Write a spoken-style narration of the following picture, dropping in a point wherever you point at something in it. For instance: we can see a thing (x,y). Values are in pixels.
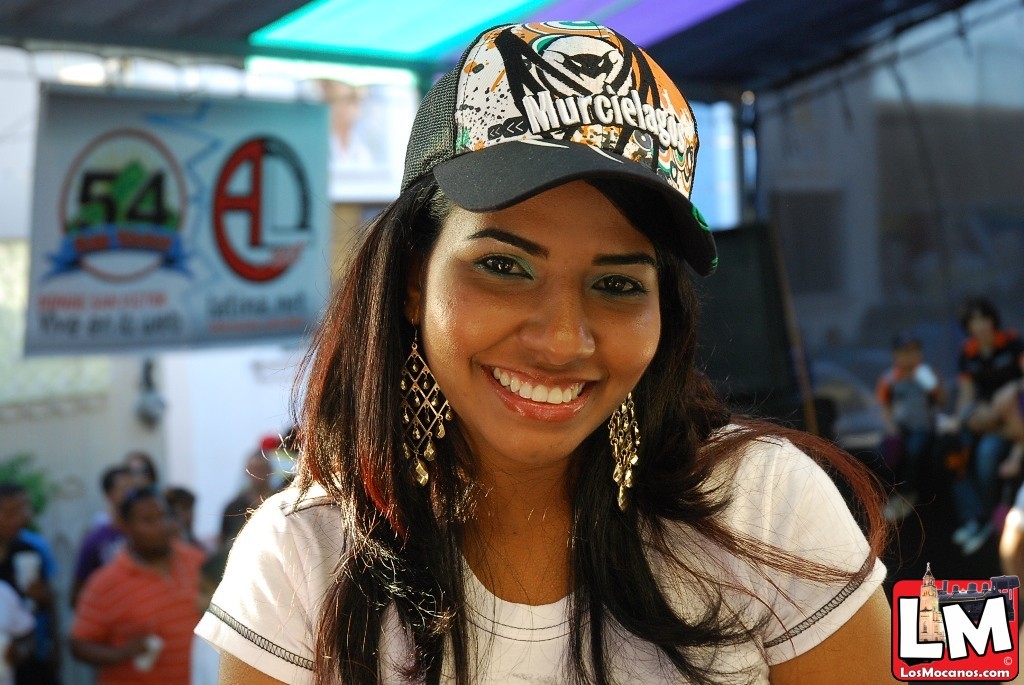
In this image I can see a woman (400,502) and I can see she is wearing white top (283,500) and a cap (425,168). I can also see smile (498,382) on her face (542,367) and here I can see something is written. In background (226,550) I can see few more people (14,586), a white board (116,227) and I can see this image is little bit blurry from background (143,519). I can also see something is written on this board (218,224) and here I can see watermark (957,622).
